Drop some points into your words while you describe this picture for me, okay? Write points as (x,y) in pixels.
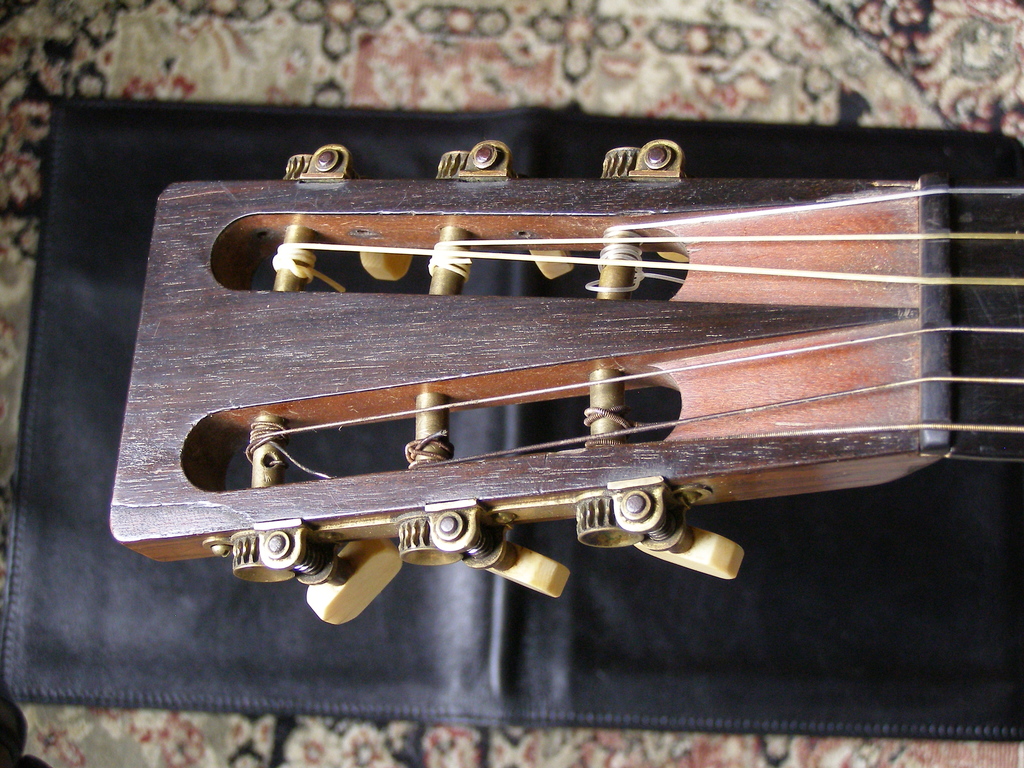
In this picture there is a top most part (831,289) of the guitar (850,225) placed on the black pad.
